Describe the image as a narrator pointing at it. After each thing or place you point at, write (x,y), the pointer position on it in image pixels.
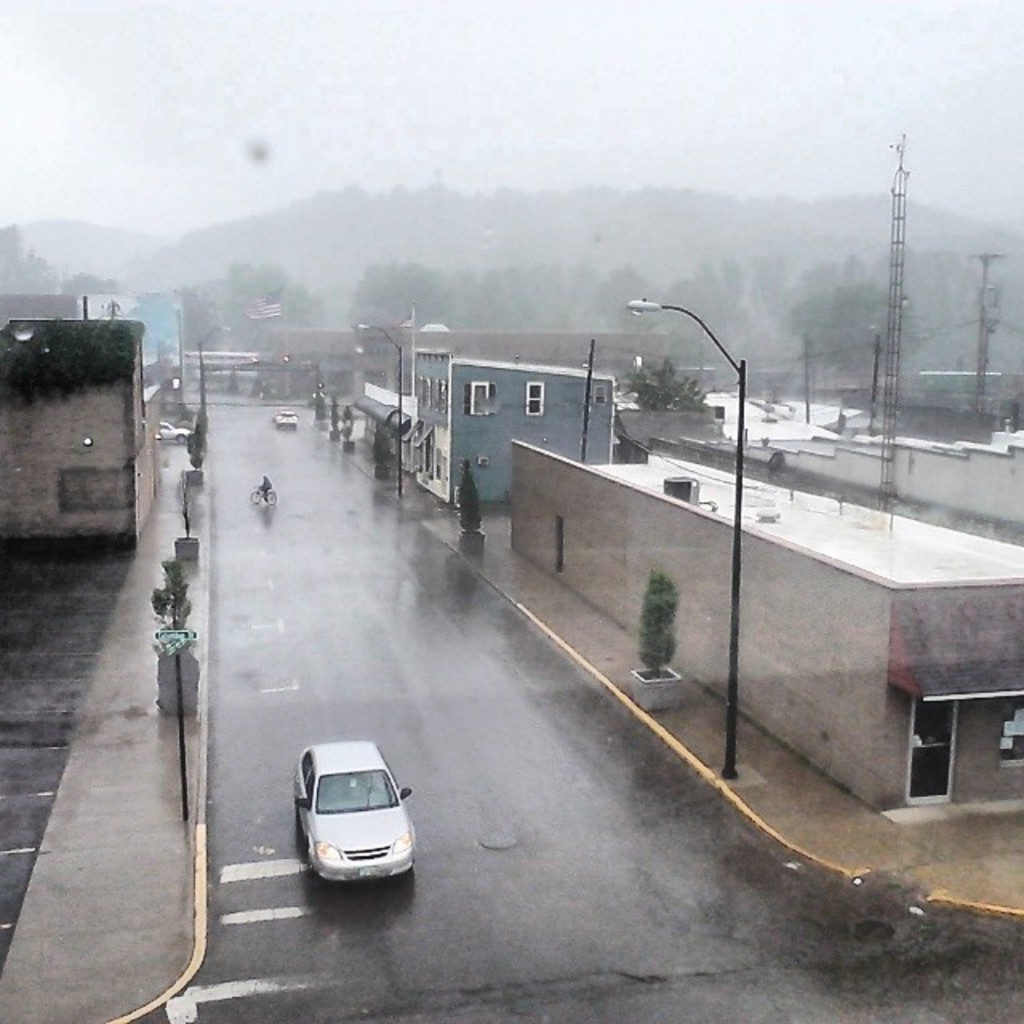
In this image I can see two cars (360,828) on the road (400,639) and one person (263,488) is riding a bicycle (264,496). On both sides of the road (444,615) there are buildings (410,423), light poles (736,556) and trees (655,662). In the background (402,298) there is a flag (263,315) and trees (455,291). At the top of the image (386,95) I can see the sky (440,87).
